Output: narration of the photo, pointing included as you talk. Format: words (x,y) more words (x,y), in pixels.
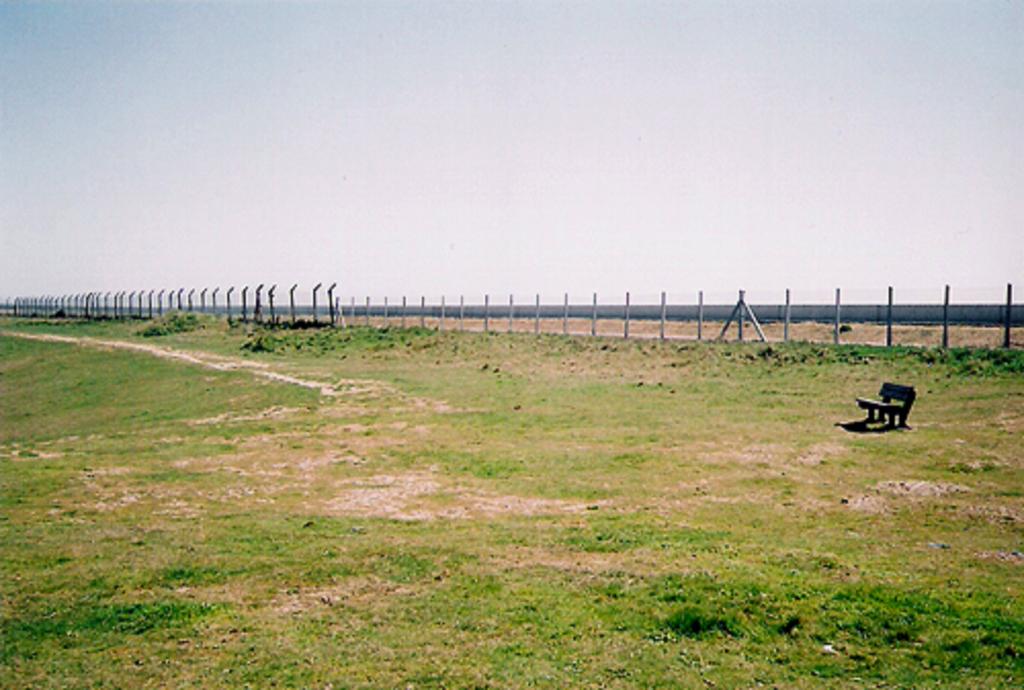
In this image we can see the bench (865,407) on the ground (763,416). And there is the grass (734,344), fence (751,317), wall (281,309) and the sky (566,149).
